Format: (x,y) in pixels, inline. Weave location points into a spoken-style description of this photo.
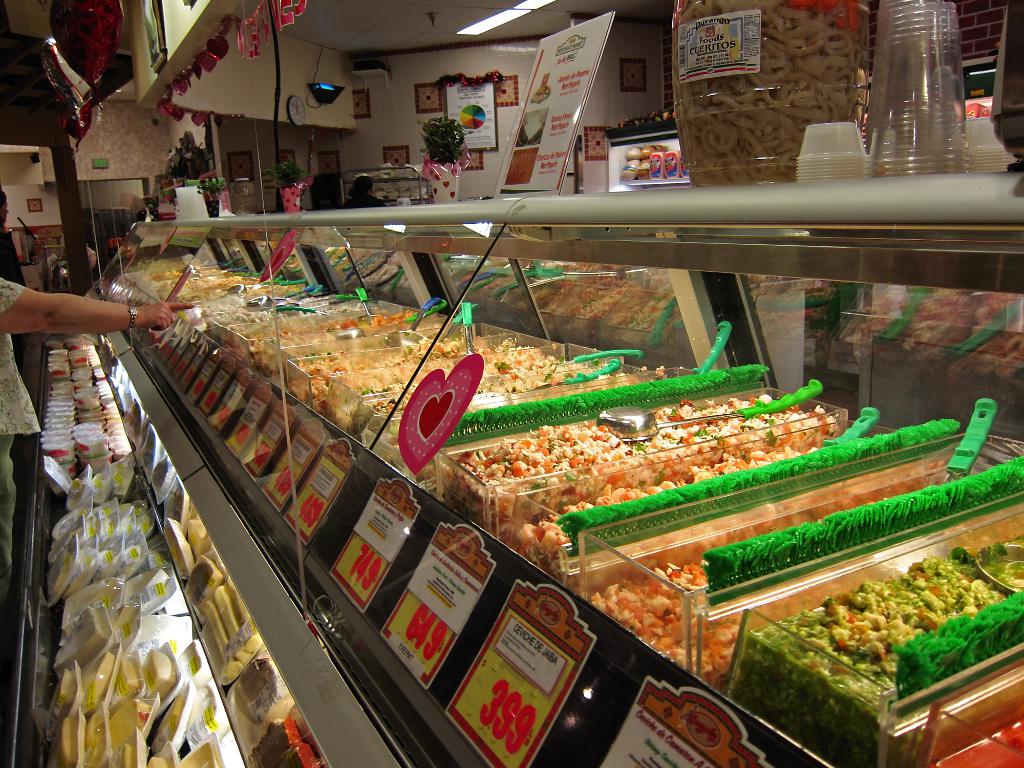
In the picture we can see a store (824,540) with edible items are placed in the glass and near to it we can see a person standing and showing it with his hand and in the background (267,141) we can see a wall (326,134) with some designs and a clock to it and to the ceiling (468,17) we can see lights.
